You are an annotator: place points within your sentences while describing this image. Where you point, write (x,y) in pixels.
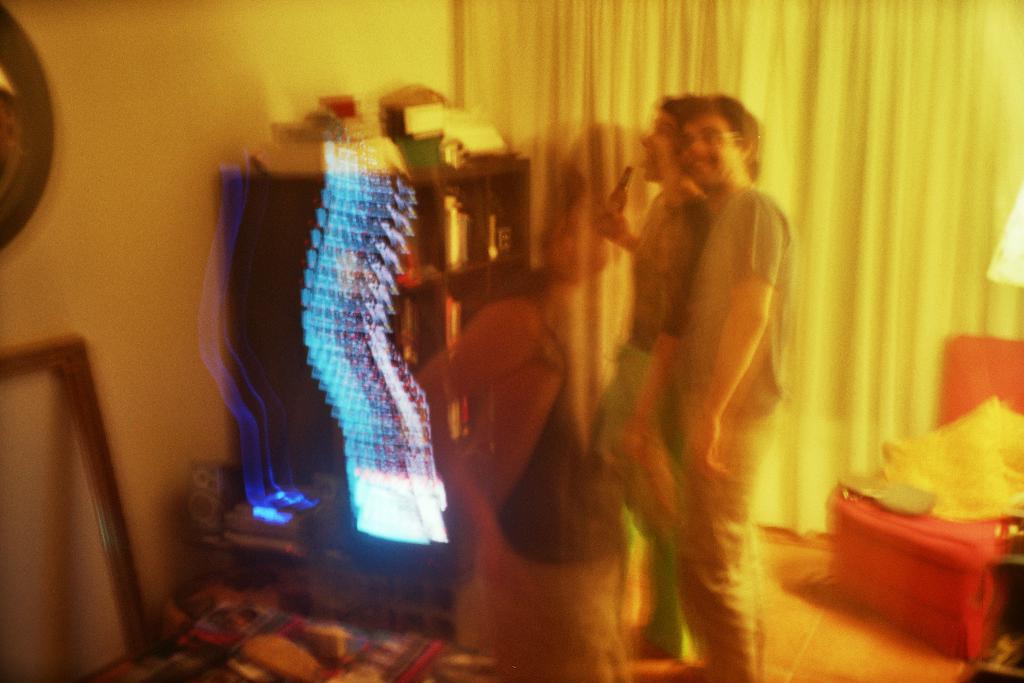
In this on the right side (1008,262), I can see the light (1004,276). I can also see some object (947,491) on the chair (932,564). I can see two people (665,364). I can see some objects (395,147) in the shelf (420,296). I can also see the image is blurred.
